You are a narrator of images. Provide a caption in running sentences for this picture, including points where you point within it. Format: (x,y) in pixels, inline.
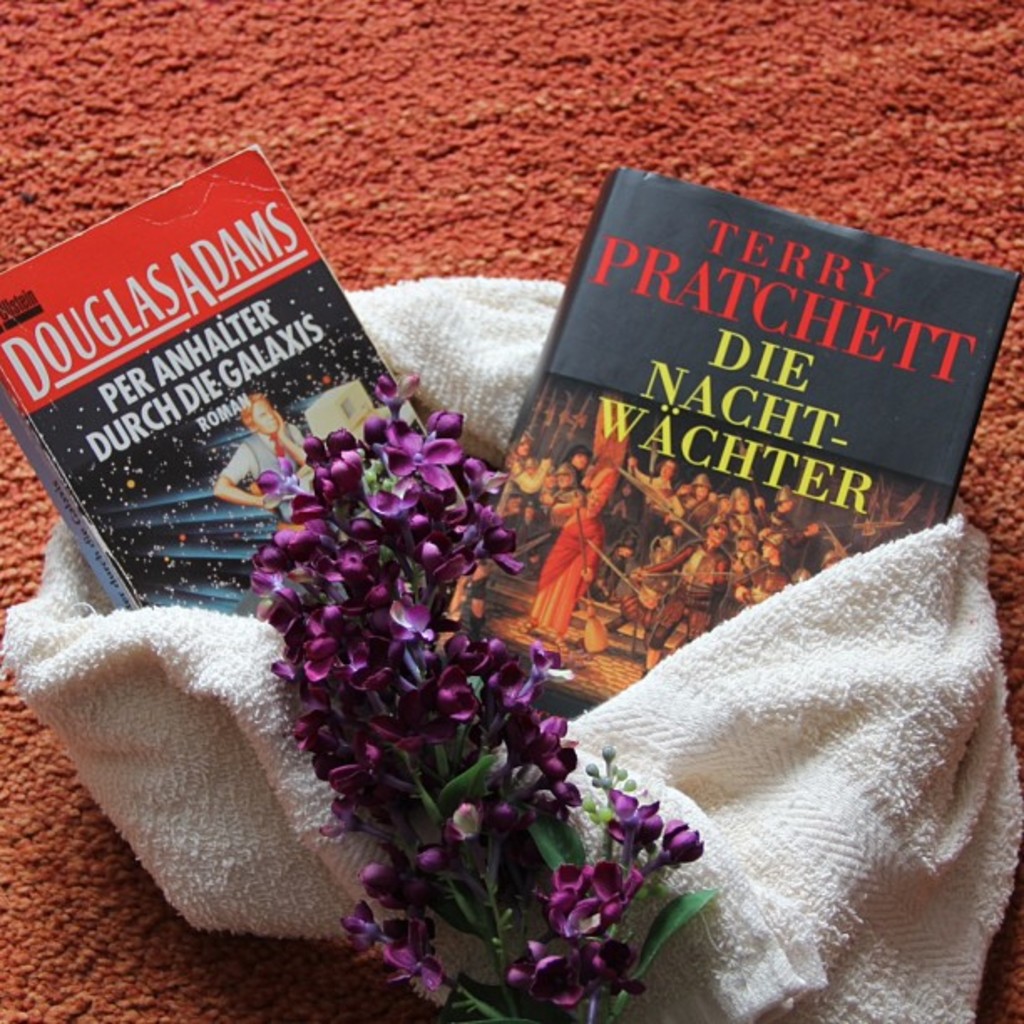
In this image, we can see some flowers (477,467) and books (746,419) on the cloth (804,711).
